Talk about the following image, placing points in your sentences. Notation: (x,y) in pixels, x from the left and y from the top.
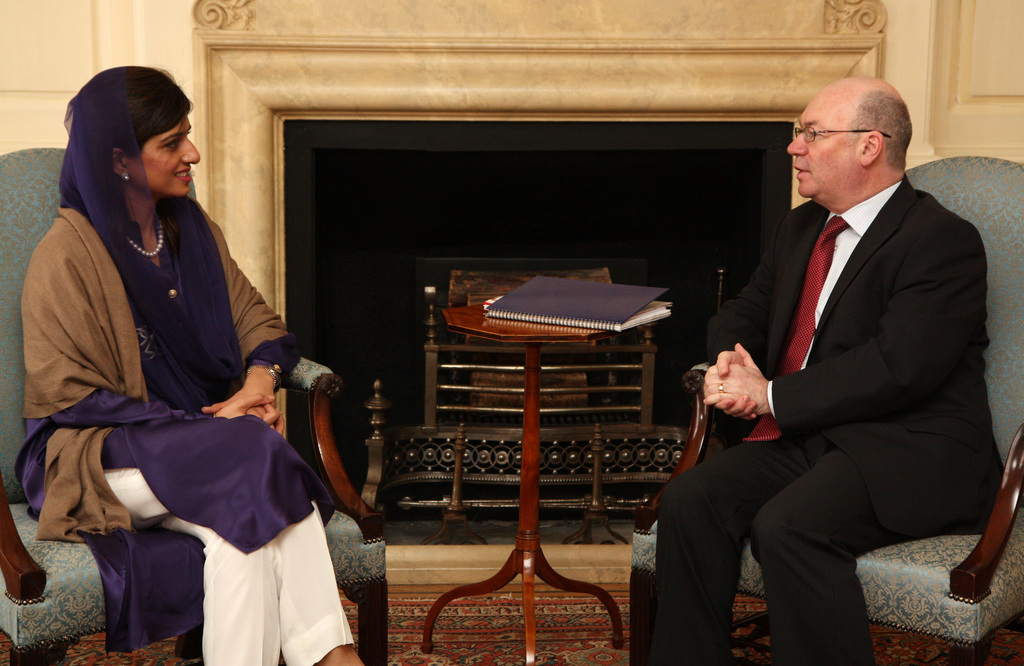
in this picture I can see a woman (241,317) and a man (775,424) sitting in the chairs (998,499) and I can see a book (571,323) on the table (492,333) and look like a fireplace (599,343) in the back (516,238).
